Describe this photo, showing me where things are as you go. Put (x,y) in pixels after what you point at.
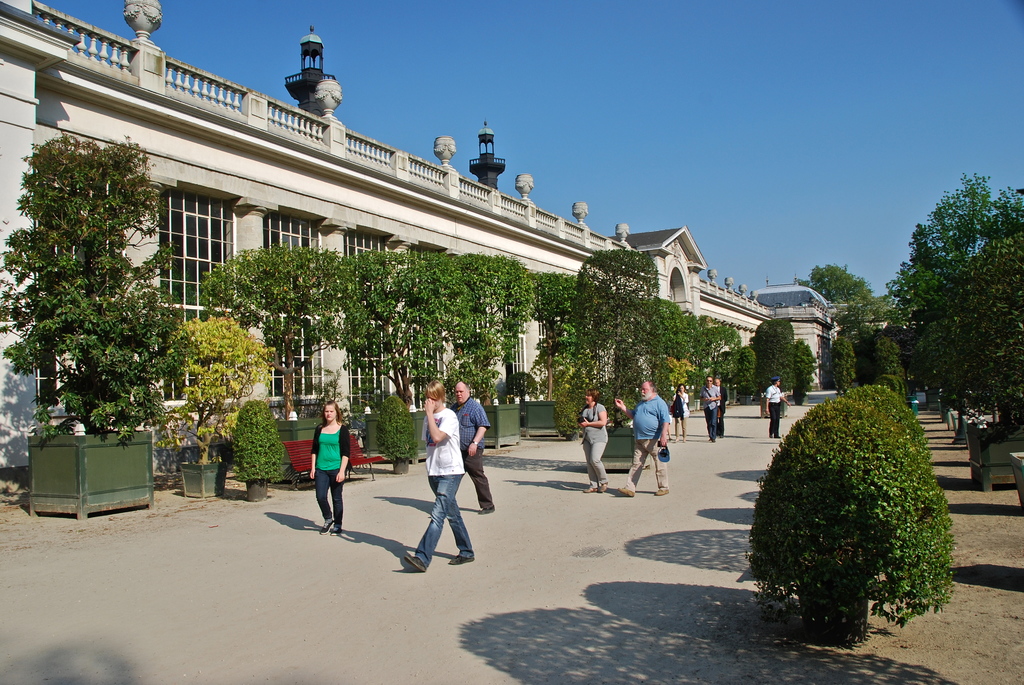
In this image I can see the road (576,520), few persons (319,489) standing on the road (556,541), few trees (856,376) on both sides of the road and a building (360,220) which is cream in color. I can see two black colored poles (318,48) on the building (331,125). In the background (533,137) I can see the sky (721,134).
